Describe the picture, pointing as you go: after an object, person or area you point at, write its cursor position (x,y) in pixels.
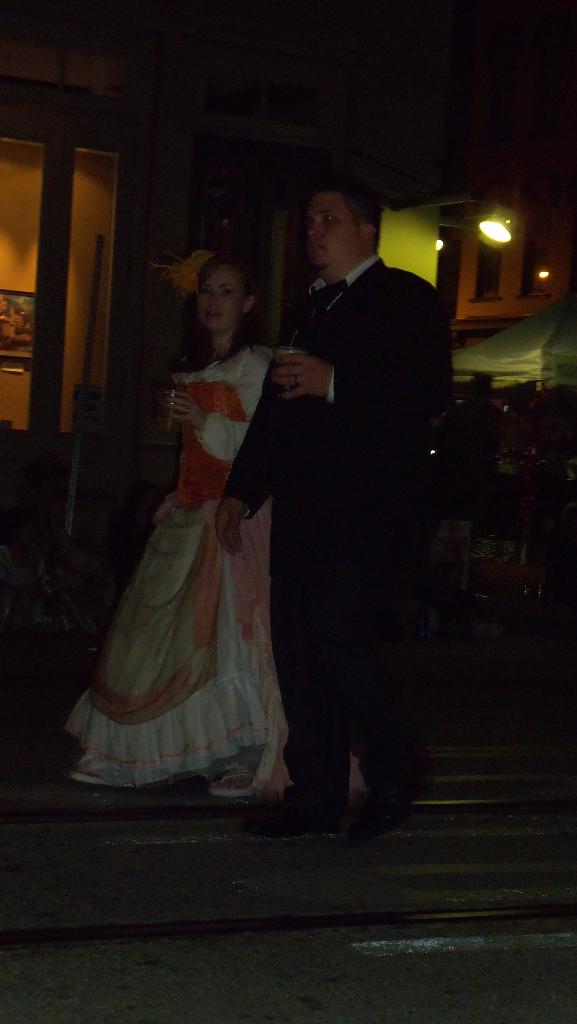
This picture is taken during night and, in the picture I can see two persons (190,360) holding glasses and in the background (311,143) I can see lights (503,240) and buildings (299,215) and poles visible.
